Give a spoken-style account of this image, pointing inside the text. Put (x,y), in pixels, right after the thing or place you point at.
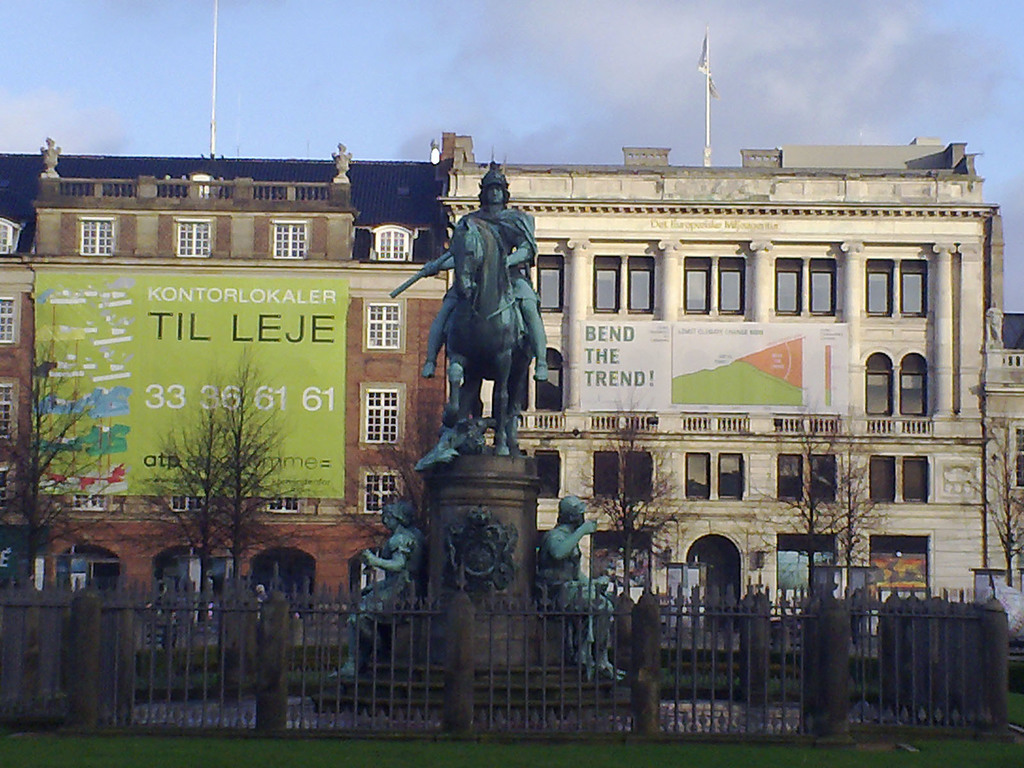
In the foreground of this image (362,686), there is grass (311,765), railing (541,742) and a sculpture (516,423) behind the railing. In the background (201,478), there are buildings (788,286), trees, a flag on the building (701,181), sky (379,33) and the cloud (611,60).
